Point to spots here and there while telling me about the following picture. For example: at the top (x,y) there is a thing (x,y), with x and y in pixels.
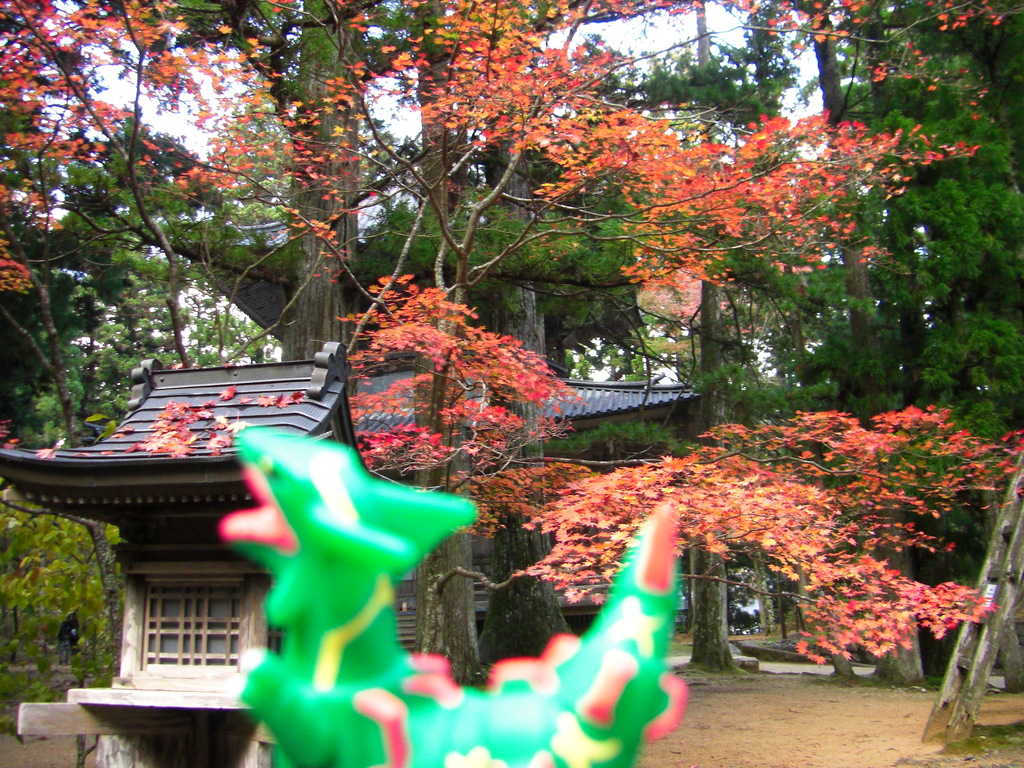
At the bottom of the picture (342,605), we see the statue (431,668) or a toy (373,662) in green color. On the right side (1022,561), we see the wooden ladder (1017,528). In the middle of the picture (348,424), we see the wooden building (240,589) with a grey color roof (248,420). There are trees (596,270) in the background (443,291).
